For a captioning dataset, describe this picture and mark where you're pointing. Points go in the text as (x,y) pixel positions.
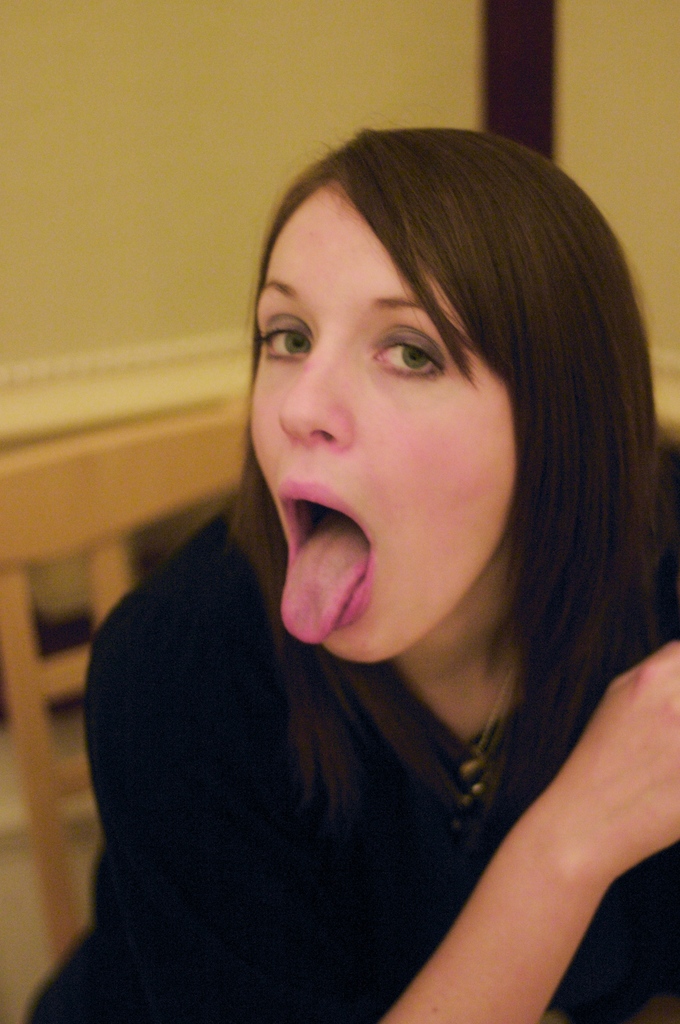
In this image we can see a lady (321,840), she is wearing black color dress (378,872). Behind yellow color wall (336,82) is there.
